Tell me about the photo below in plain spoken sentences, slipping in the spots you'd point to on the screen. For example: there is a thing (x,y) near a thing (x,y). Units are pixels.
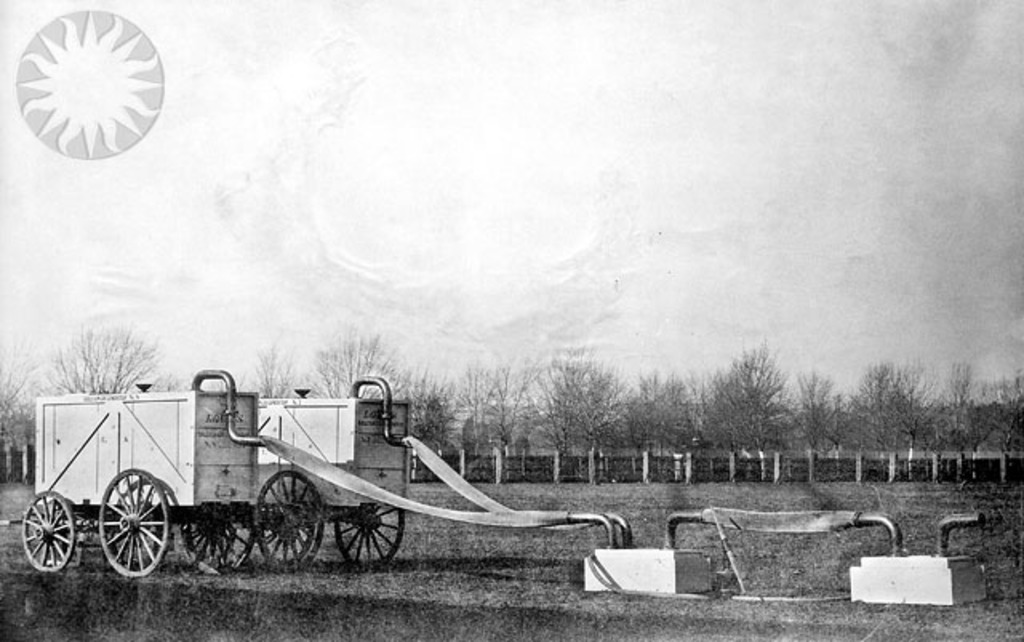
It is the black and white image in which we can see that there are wagons (281,494) on the left side (239,520). To the wagons (251,521) there are pipes (384,495) which are connected to the motors (605,553). In the background (841,467) there is a fence (693,456), Beside the fence (555,463) there are trees (713,403). At the top left side (84,78) there is a logo (103,58).
